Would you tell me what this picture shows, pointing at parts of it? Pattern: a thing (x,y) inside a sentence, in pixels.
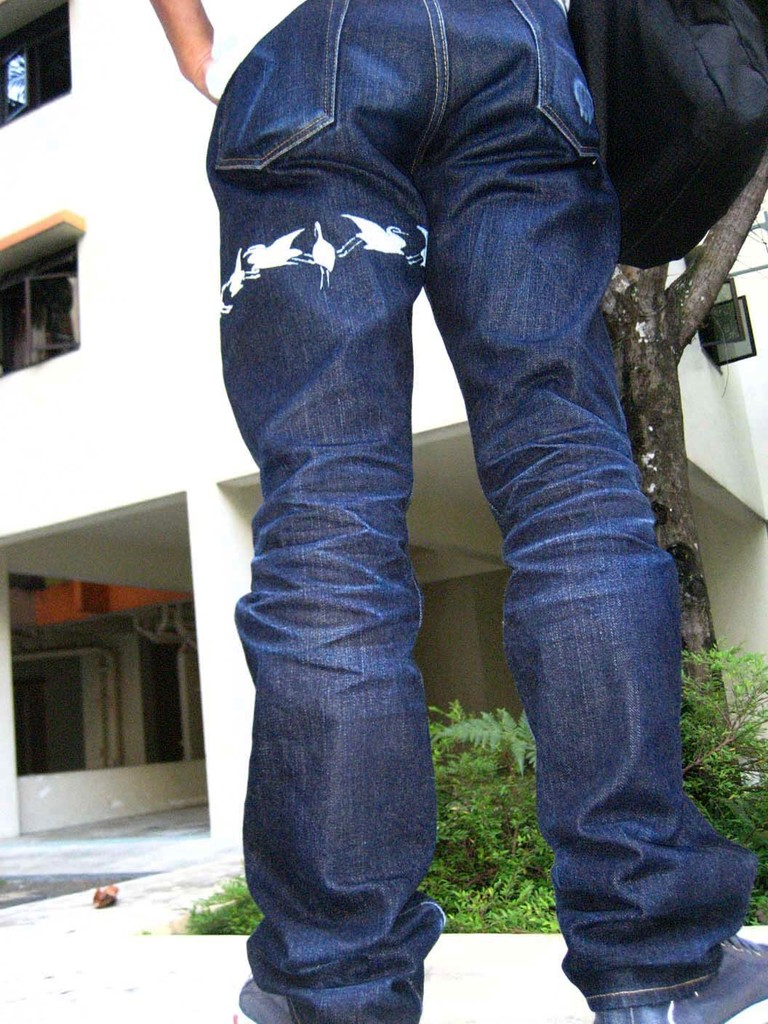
In this image, we can see a person (383,650). We can see the ground (186,957). We can see some plants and the trunk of a tree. We can also see the building (68,341) and a black colored object (746,180) on the right (654,95).
